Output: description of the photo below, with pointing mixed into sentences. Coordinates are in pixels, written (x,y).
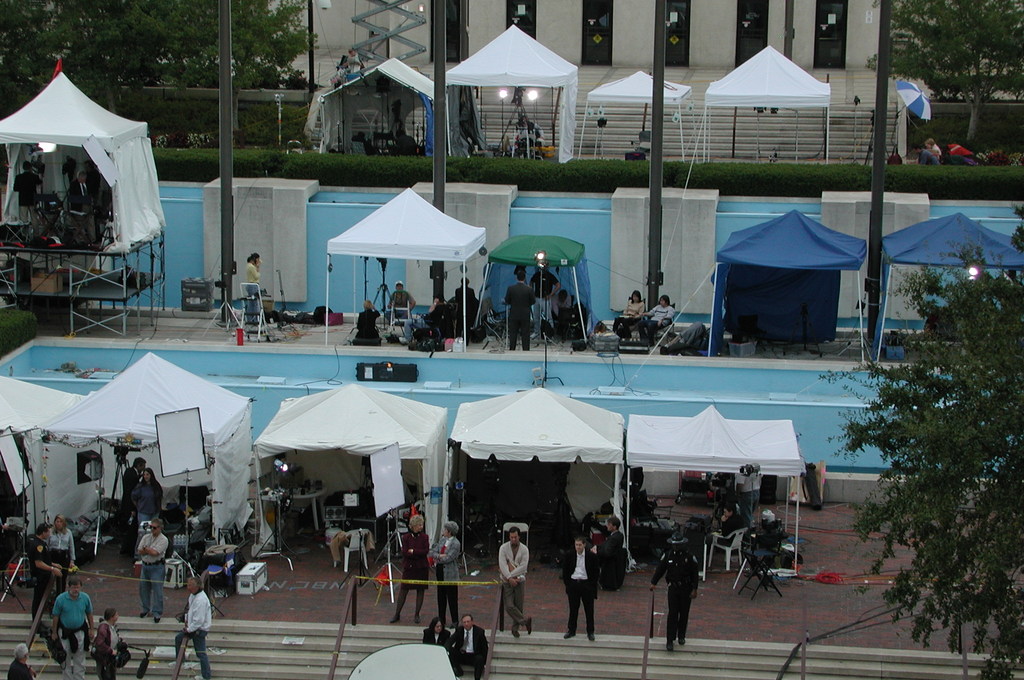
In this image I can see group of people (66,556) standing and I can see few lights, tents (270,454) in white, green and blue color. In the background (892,50) I can see few trees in green color and the building (650,41) is in cream color.
